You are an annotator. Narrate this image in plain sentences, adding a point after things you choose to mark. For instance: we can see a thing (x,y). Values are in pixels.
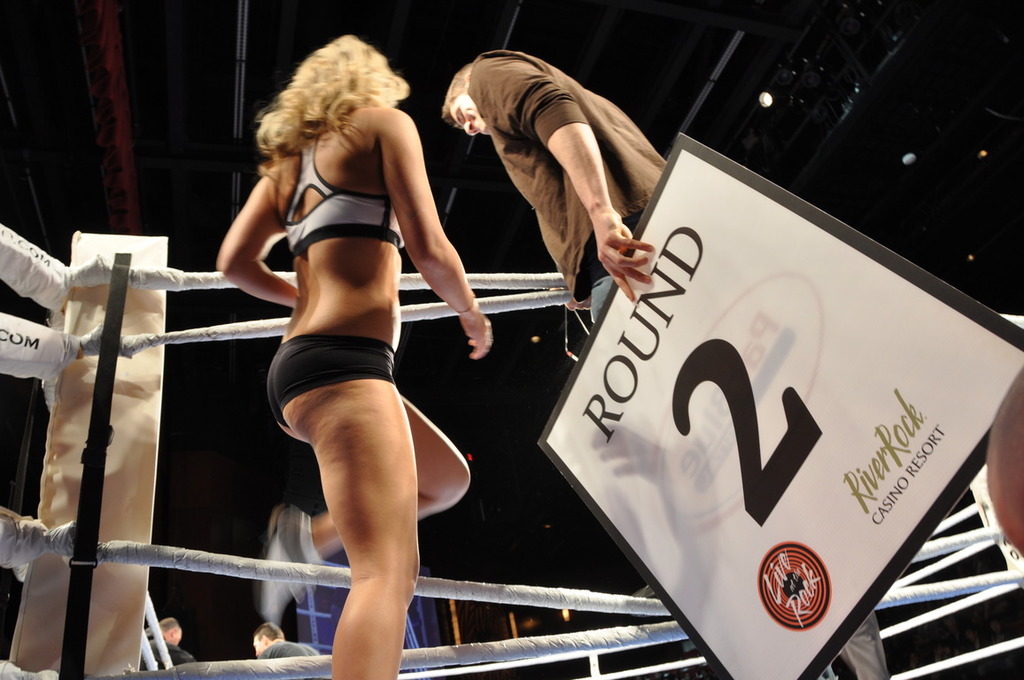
There is a woman (372,114) in black color short (307,356), entering into a stage (549,679) near white color thread (206,276) which are connected to the white color pole (112,537) and near a person (486,92) who is holding a white color hoarding (753,223). In the background (764,92), there are lights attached to the roof (736,104) and there are persons (257,642). And the background (513,442) is dark in color.
